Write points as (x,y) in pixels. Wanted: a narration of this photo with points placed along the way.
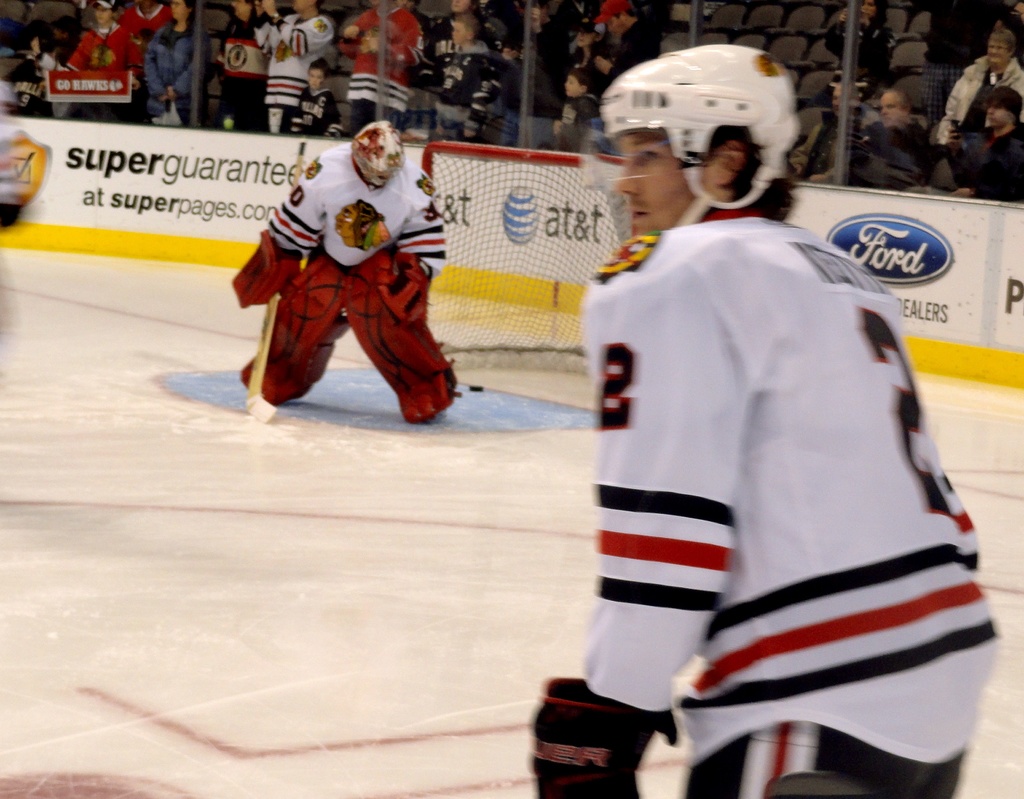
In this image, there are a few people (269,374). We can see the ground (426,709). We can also see some boards (544,230) with text (141,212). We can see the net (499,197) and the fence (826,33). There are a few chairs (818,18).
